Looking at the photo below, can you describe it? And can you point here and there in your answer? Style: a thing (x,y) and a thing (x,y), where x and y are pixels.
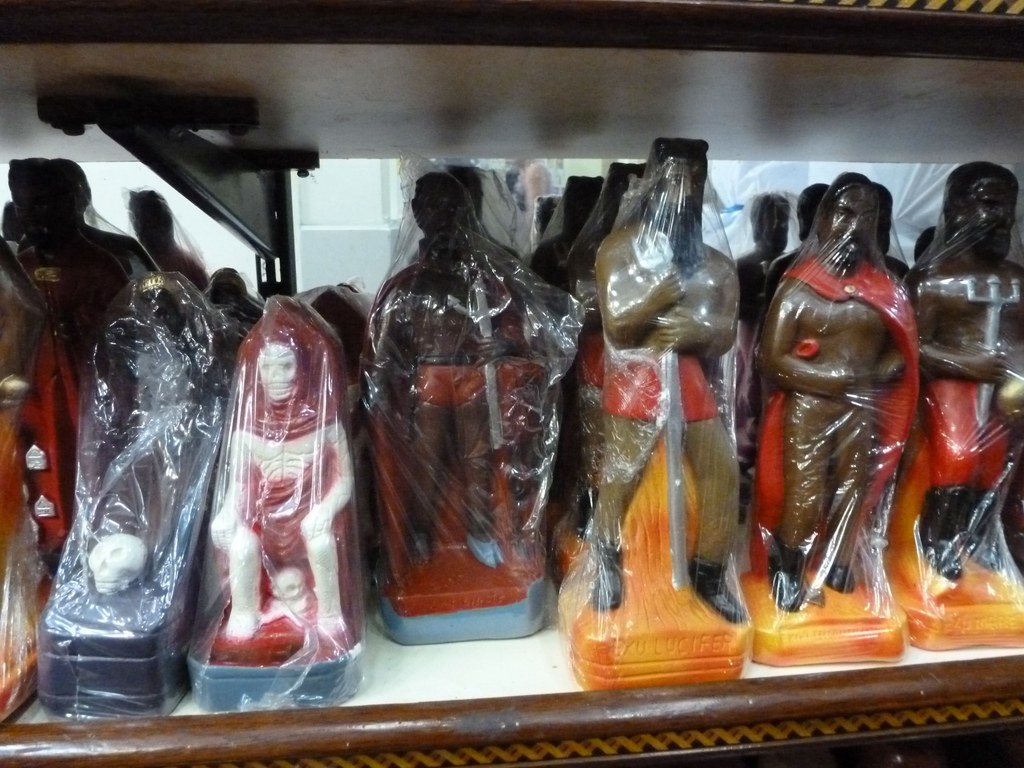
In this image we can see many toys (805,520) in the shelf (437,764).
